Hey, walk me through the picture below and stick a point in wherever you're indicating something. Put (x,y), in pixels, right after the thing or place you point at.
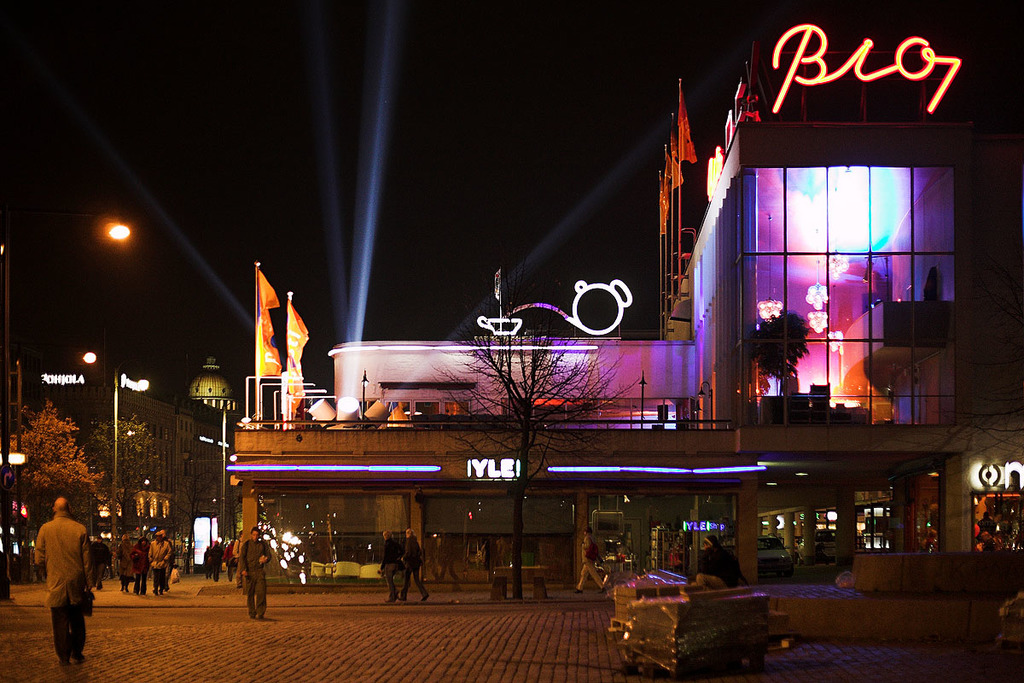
In this image few persons (65,564) are walking on the pavement (118,614) having few trees (526,409). Right side (835,294) there is a building (511,449) having few flags (681,187). Inside the building (827,314) few lights (824,303) are hanged from the roof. Left side (6,452) there are few street lights (117,486). Behind there are few trees (87,491). Background (157,509) there are few buildings (181,416). Top of the image (403,84) there is sky (494,107).
